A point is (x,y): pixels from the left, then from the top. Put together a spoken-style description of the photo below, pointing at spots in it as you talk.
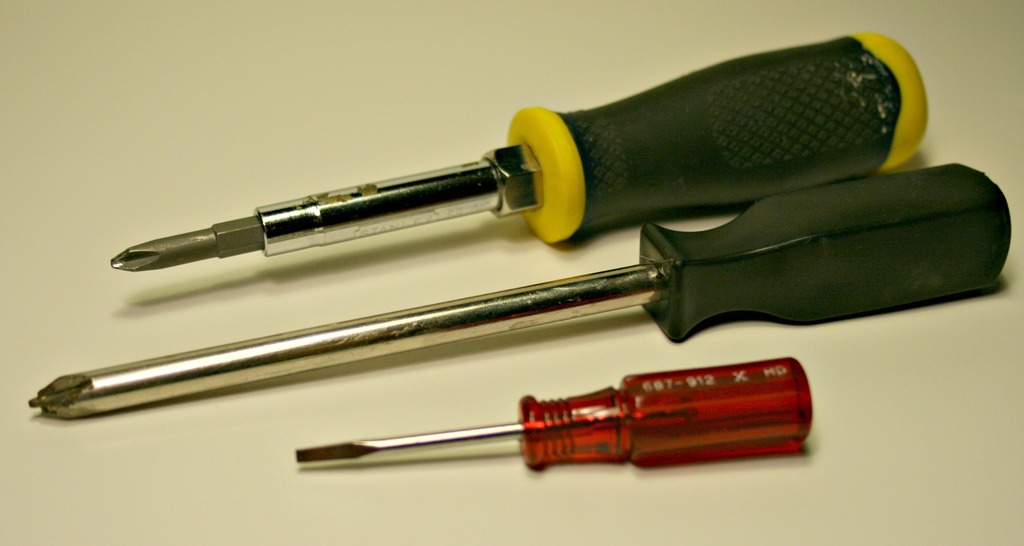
In the foreground of this image (494,314), there are three different kind of screw drivers (528,407) on the surface (257,509).
